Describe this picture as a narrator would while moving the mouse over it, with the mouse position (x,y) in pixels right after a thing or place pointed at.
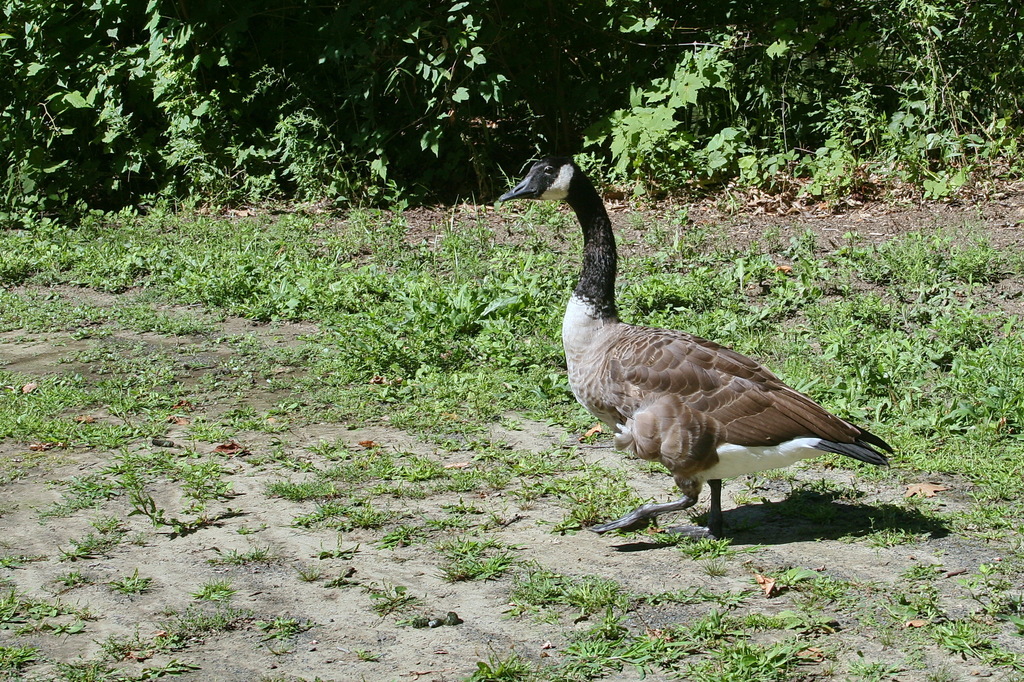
In this picture, we see a goose (603,378). It is in black and brown color. It has a long black neck (591,262). At the bottom (592,604), we see the grass (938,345). In the middle (666,229), we see the herbs (947,333). There are trees (490,162) in the background (490,162).
